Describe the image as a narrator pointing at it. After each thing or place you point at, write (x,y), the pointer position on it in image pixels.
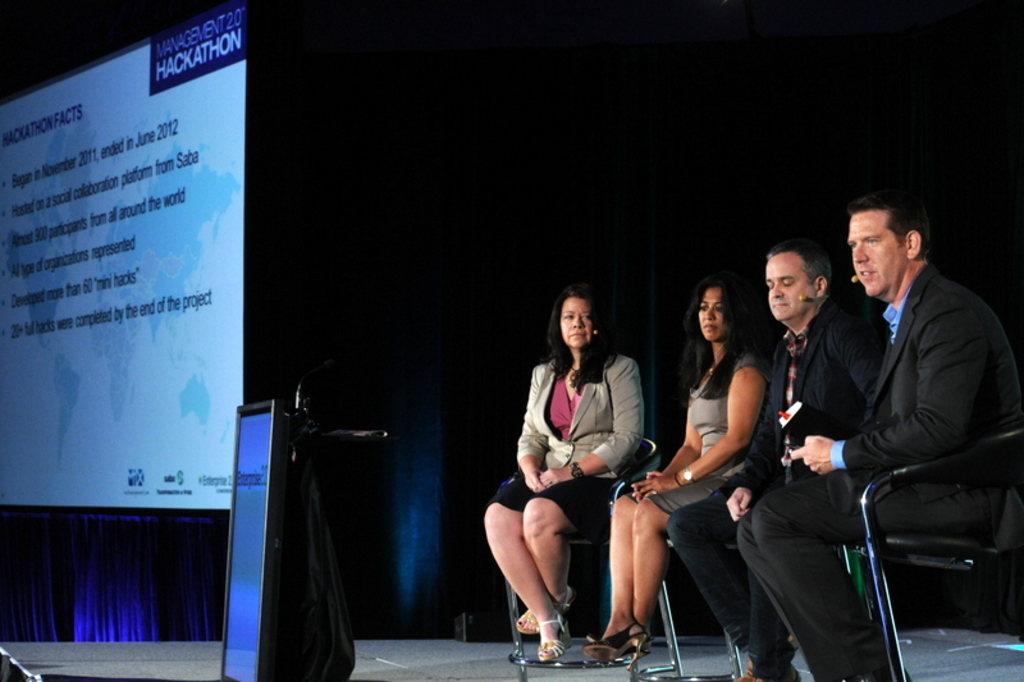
In this image we can see two women (627,369) and two men (821,354) sitting on the chairs (931,538) which are on the stage (535,644). We can also see the podium (307,452), display screen (217,500) with text (174,304) and also the blue color curtain (141,557).
